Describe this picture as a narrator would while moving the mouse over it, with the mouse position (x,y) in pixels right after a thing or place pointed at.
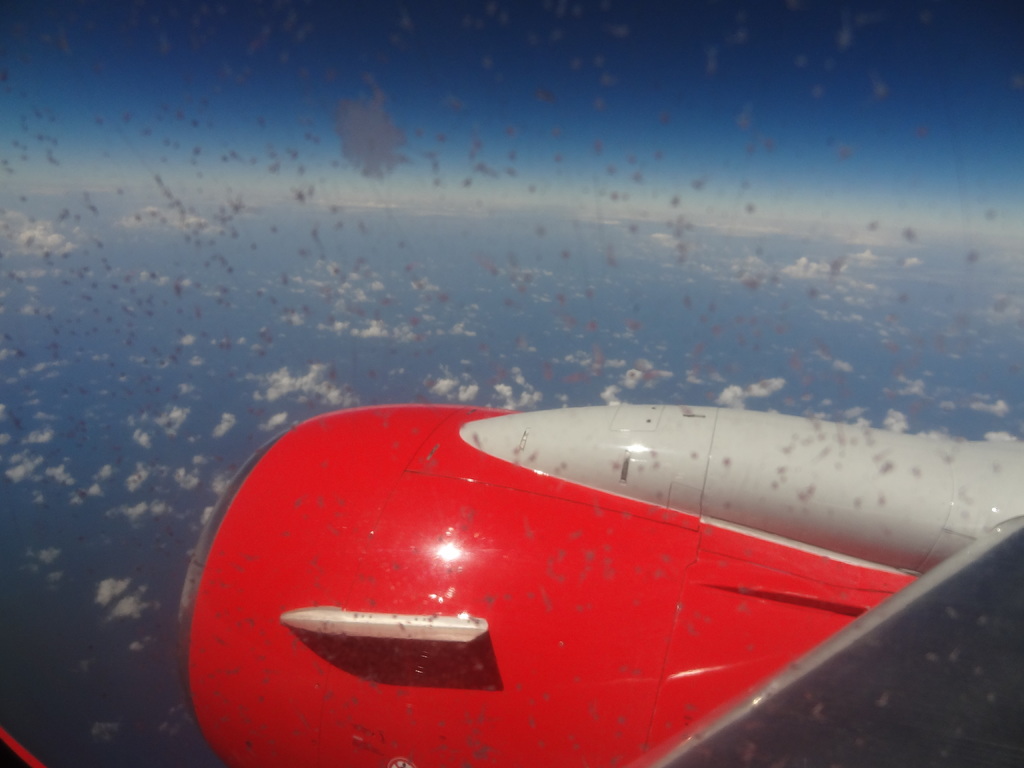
In this image there is the sky (322,186), there are clouds (164,505) in the sky (410,175), there is an aircraft (592,573) towards the bottom of the image (654,610).
